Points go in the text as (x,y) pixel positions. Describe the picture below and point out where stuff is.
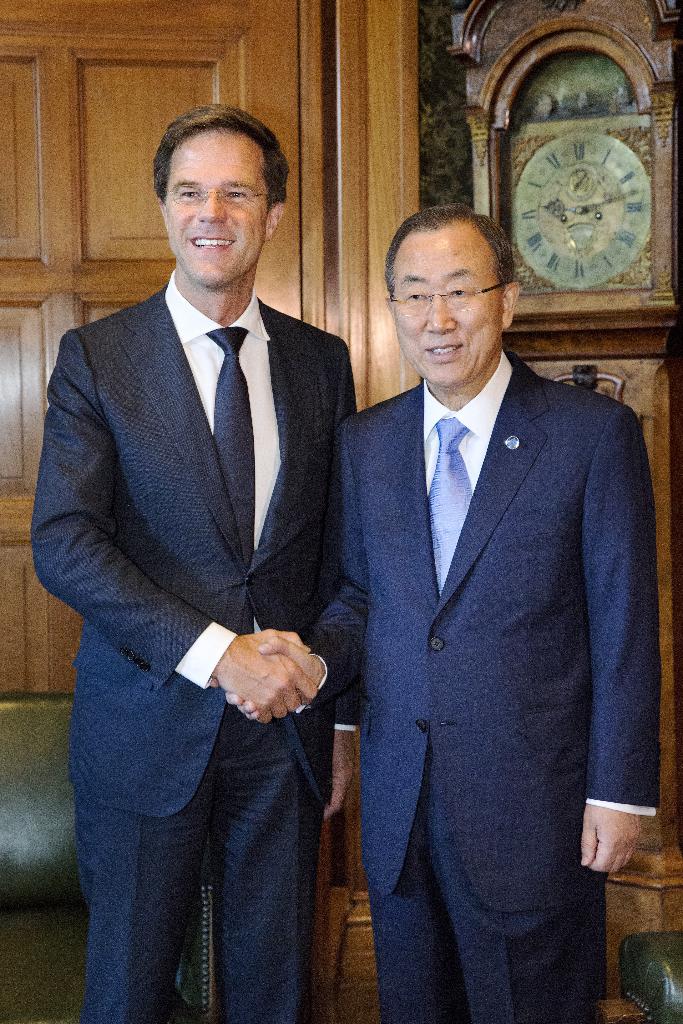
In this image there are two men (307,549) standing. They are shaking hands (278,664). They are smiling. Behind them there is a wooden panel (113,126) to the wall (46,287). To the right (642,220) there is a clock (567,183).
